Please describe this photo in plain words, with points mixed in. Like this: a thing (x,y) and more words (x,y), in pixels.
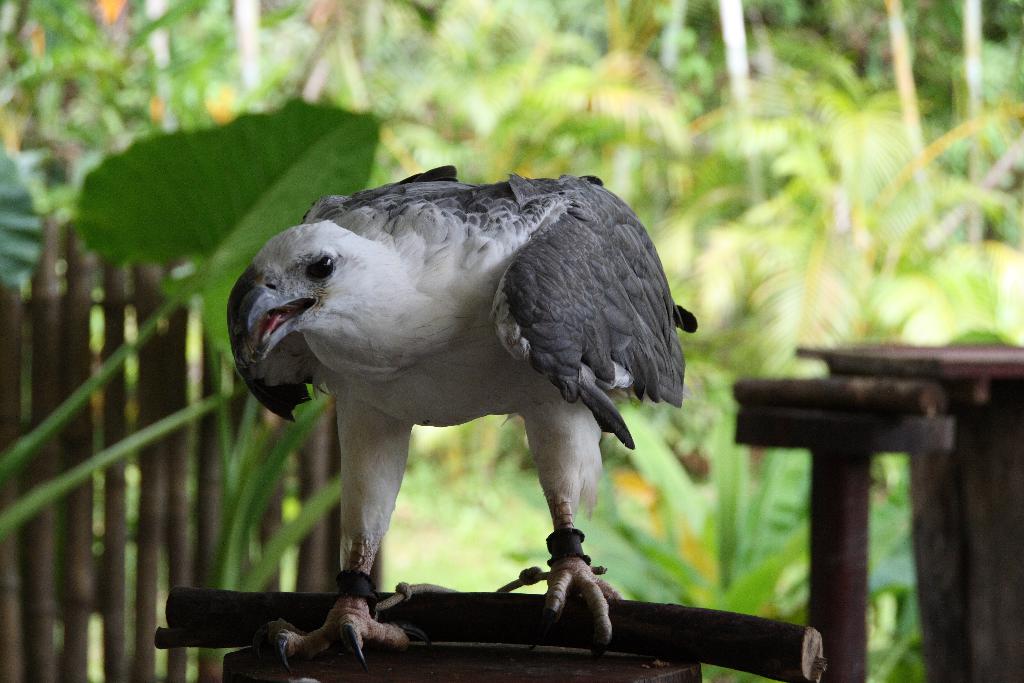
In the center of the image (349,431) there is a bird (295,636). In the background of the image (566,63) there are many trees (140,86). There is a wooden fencing (159,276).
